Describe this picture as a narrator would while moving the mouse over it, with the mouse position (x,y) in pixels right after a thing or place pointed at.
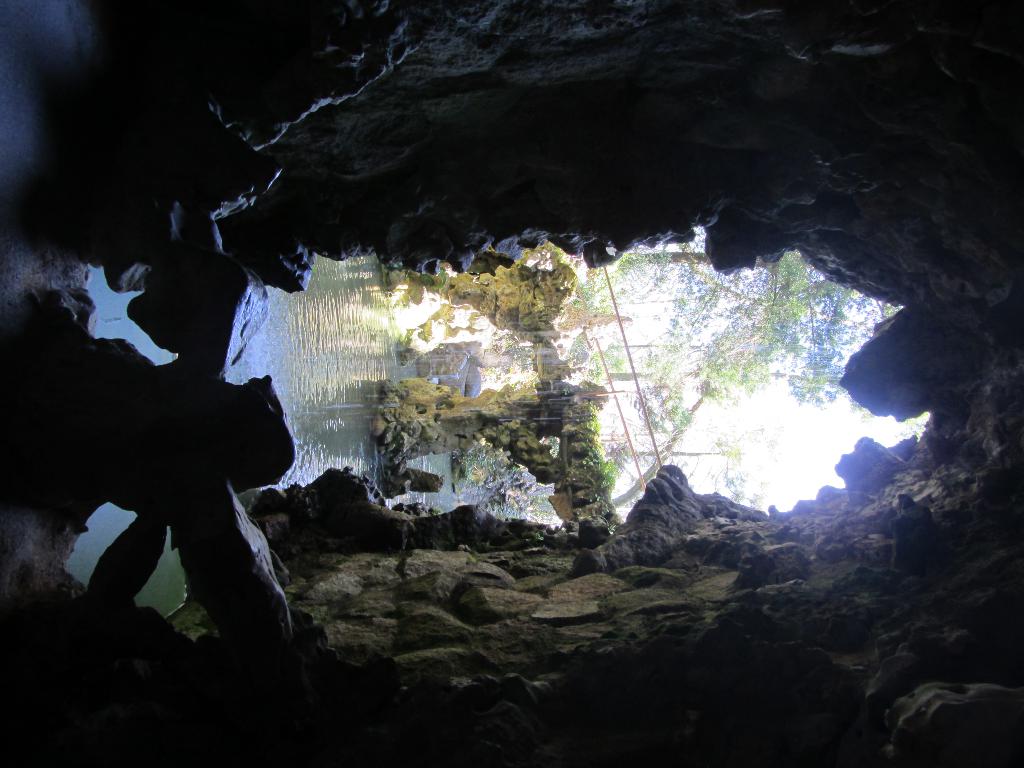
In this image we can see a cave (215,567), there are some rocks (275,503), water (358,360), wires (622,415), trees (758,312) and a bridge (541,356), also we can see the sky (761,402).
